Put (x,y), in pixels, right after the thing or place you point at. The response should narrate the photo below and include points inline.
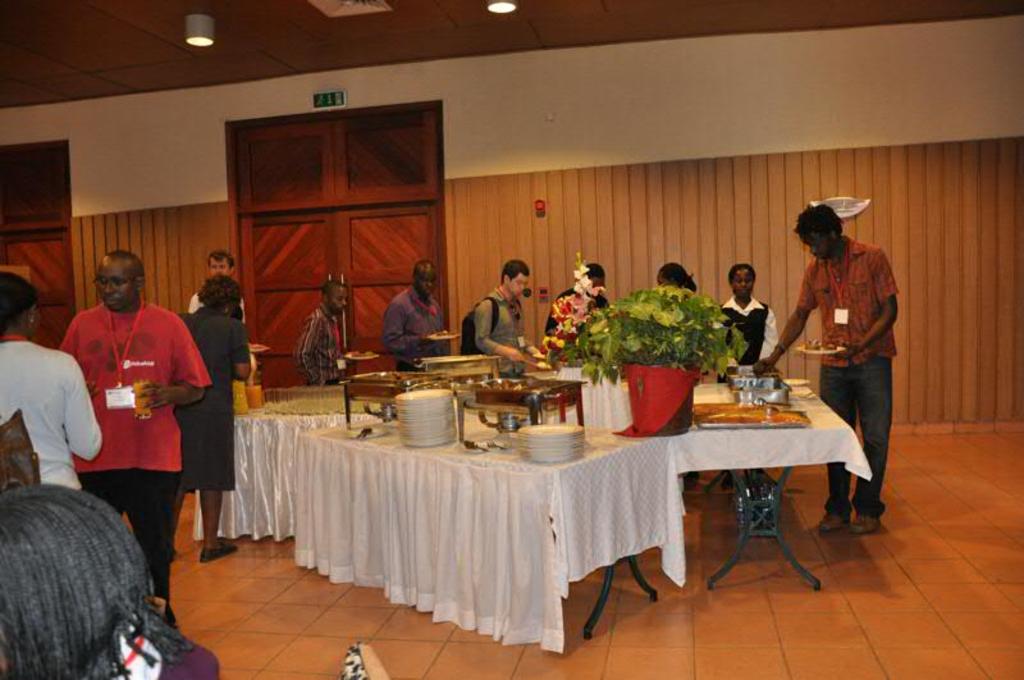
There are few people (305,333) holding plates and standing in a line. These are the tables (469,432) covered with white cloth (742,449). This is a houseplant (677,348). These are the plates (422,439), utensils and few other things (701,422) placed on the table (726,438). These are the ceiling lights (204,25) attached to the rooftop (218,29). This is a wooden door (342,261) with a door handle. This is a wall (747,127).
